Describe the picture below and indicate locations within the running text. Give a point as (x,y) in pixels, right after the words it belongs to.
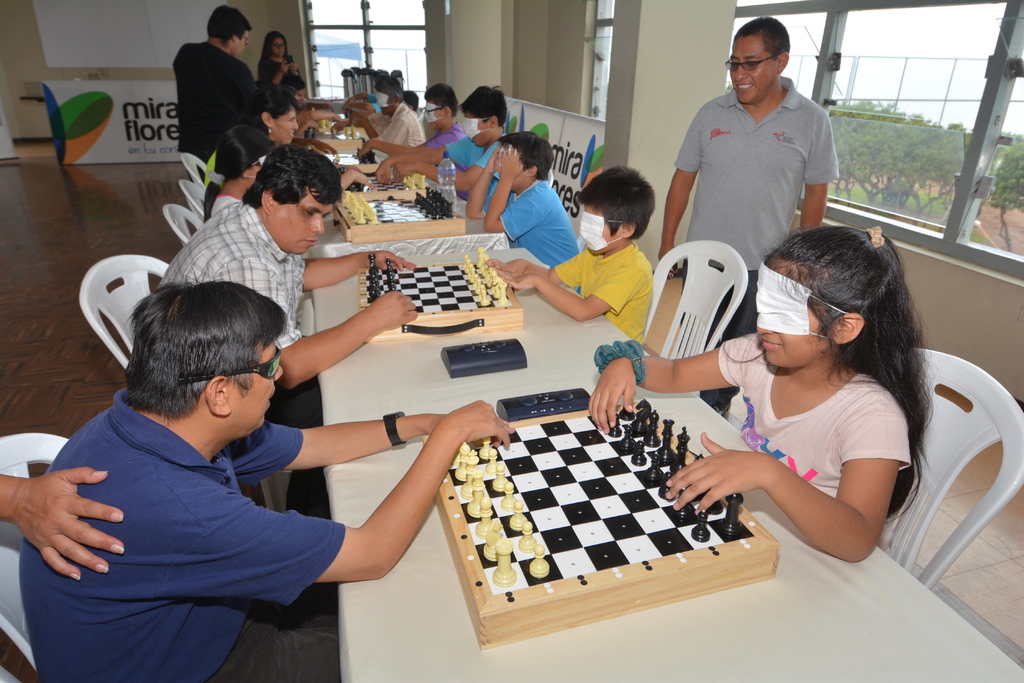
In this image there are tables (466,201) and we can see chess boards (459,231), bottle (449,188), chess pieces (482,296) and some objects (573,390) placed on the tables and we can see people (481,195) sitting. In the background (780,29) there are people (780,29) standing and we can see a wall (126,78), board (145,138) and windows (332,38).
